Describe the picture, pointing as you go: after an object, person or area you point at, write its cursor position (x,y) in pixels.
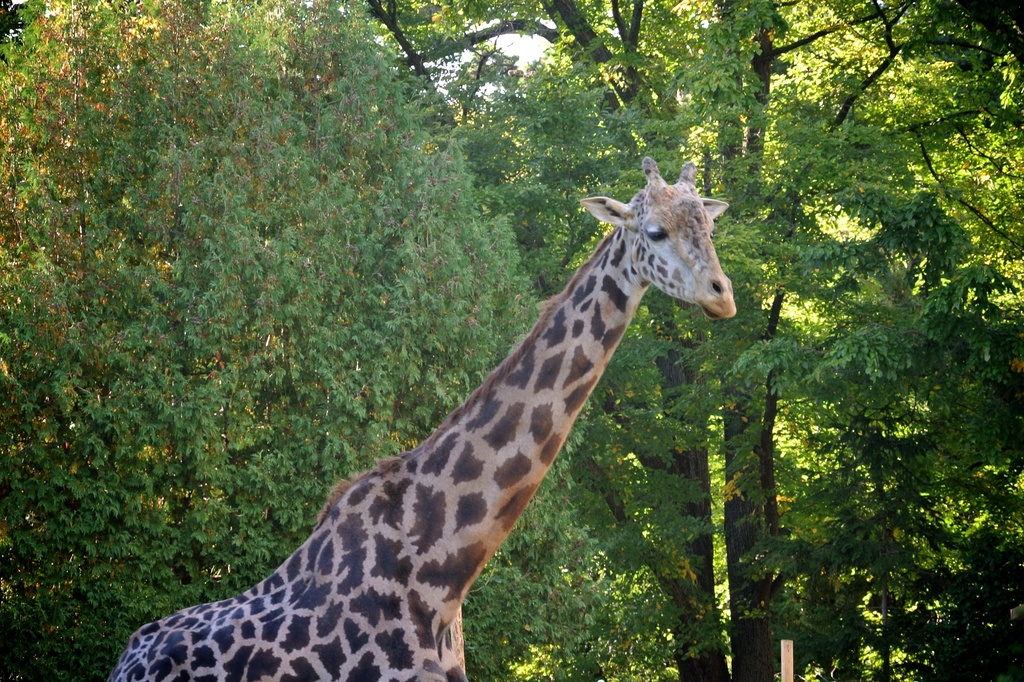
In the image we can see the giraffe (566,413) and trees (810,225).
